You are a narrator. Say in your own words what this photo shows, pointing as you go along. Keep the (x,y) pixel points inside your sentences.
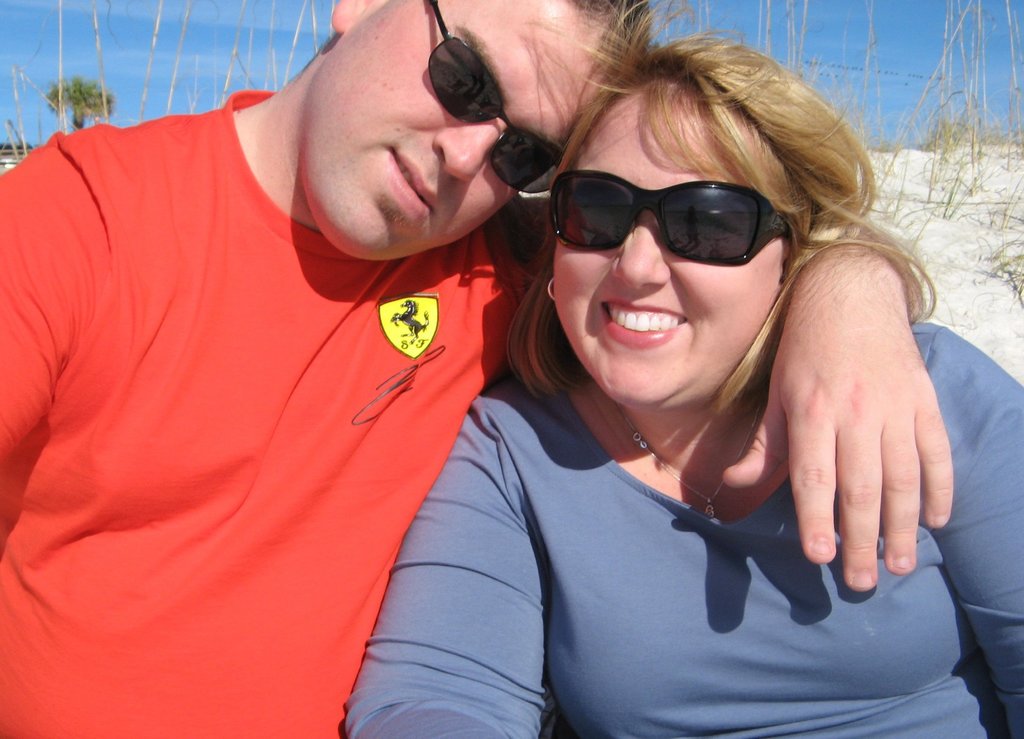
In this image we can see a man (137,573) and a lady (629,543). There is a tree (76,126) and we can see plants (951,142). There is sand (980,240).
